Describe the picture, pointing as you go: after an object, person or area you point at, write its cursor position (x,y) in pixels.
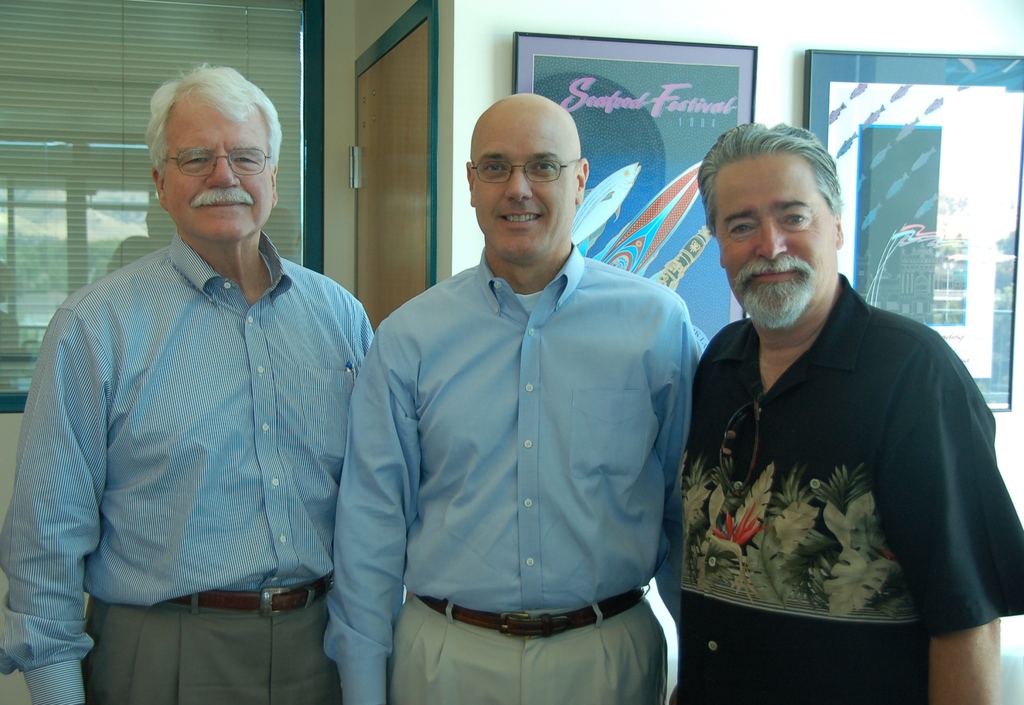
In the center of the image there are three persons (52,398) standing. At the background of the image (404,103) there is a door (380,99). There is a window (35,192) with glass (92,255). There is a wall (939,49) with photo frames (676,46) on it.
